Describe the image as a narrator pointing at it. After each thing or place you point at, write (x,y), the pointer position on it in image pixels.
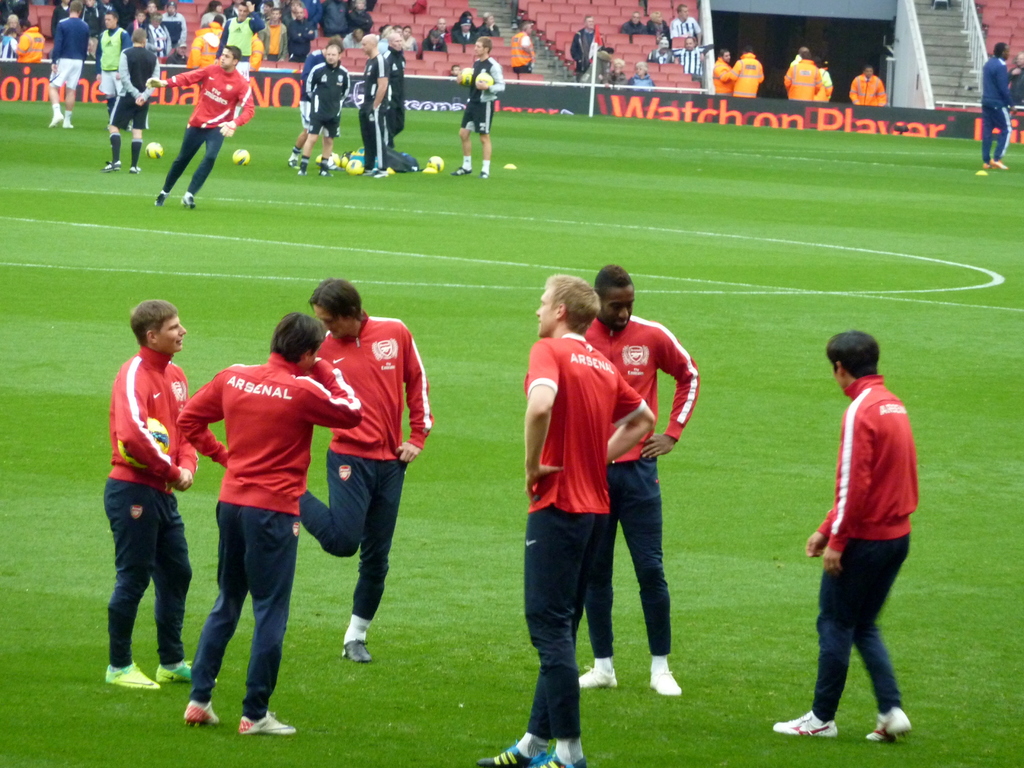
This picture shows a group of players (248,91) standing and we see footballs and we see audience (655,58) seated on the chairs (620,21) and we see a green field ground (473,266).
